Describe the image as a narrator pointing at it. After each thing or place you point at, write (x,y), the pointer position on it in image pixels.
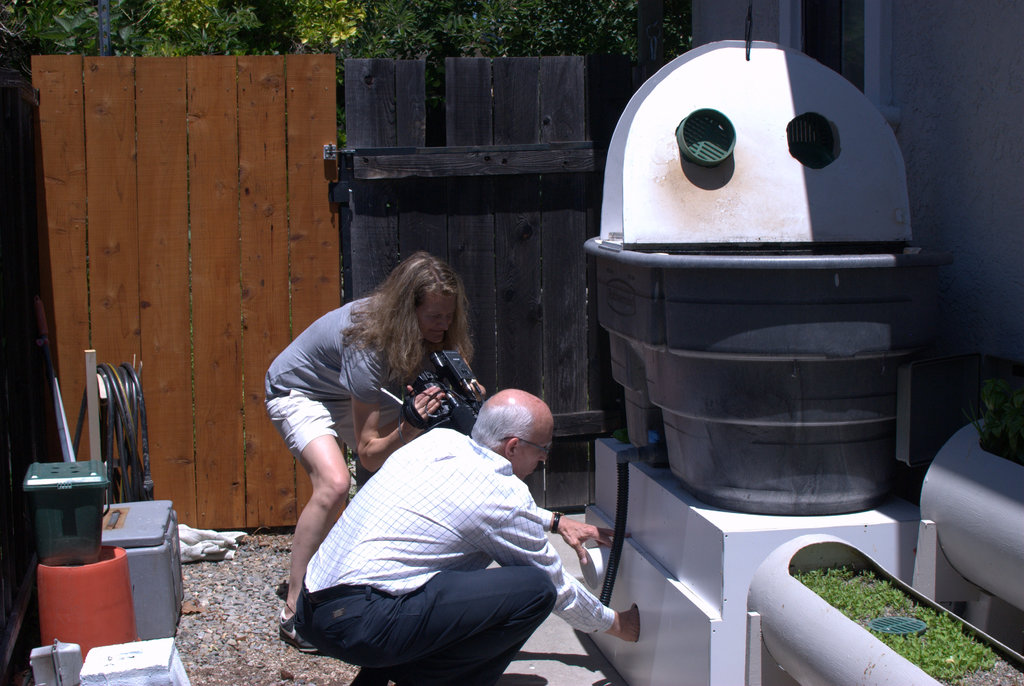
In this picture there is a old man (462,557) wearing white shirt (443,554) and black pant (456,625), sitting and repairing the machine (649,569). Beside there is a woman (325,364) who is holding the camera (436,374) and taking the shoot. Behind there is a wooden fencing wall (304,249) and gate (459,246). On the right side (884,485) there is a black color machine (655,296). In the background (434,27) we can see some trees (447,42).
